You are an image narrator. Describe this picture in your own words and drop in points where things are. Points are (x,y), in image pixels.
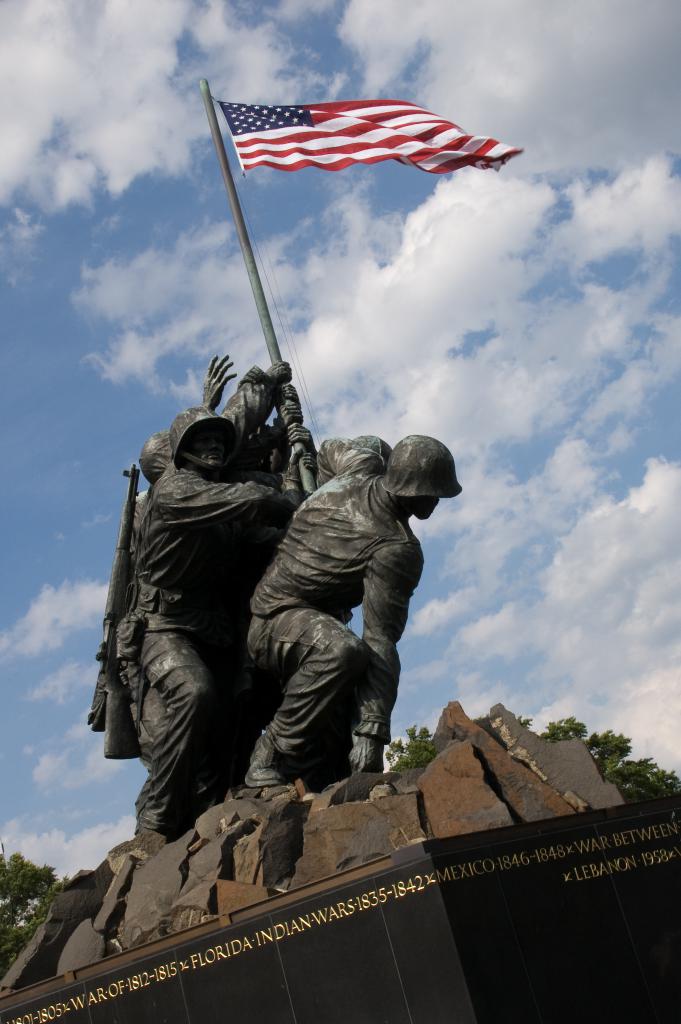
In this picture I can see a statue (298,581) and a flag (270,167). Here I can see something written on the stone (416,914). In the background (486,336) I can see the sky (480,476) and trees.
